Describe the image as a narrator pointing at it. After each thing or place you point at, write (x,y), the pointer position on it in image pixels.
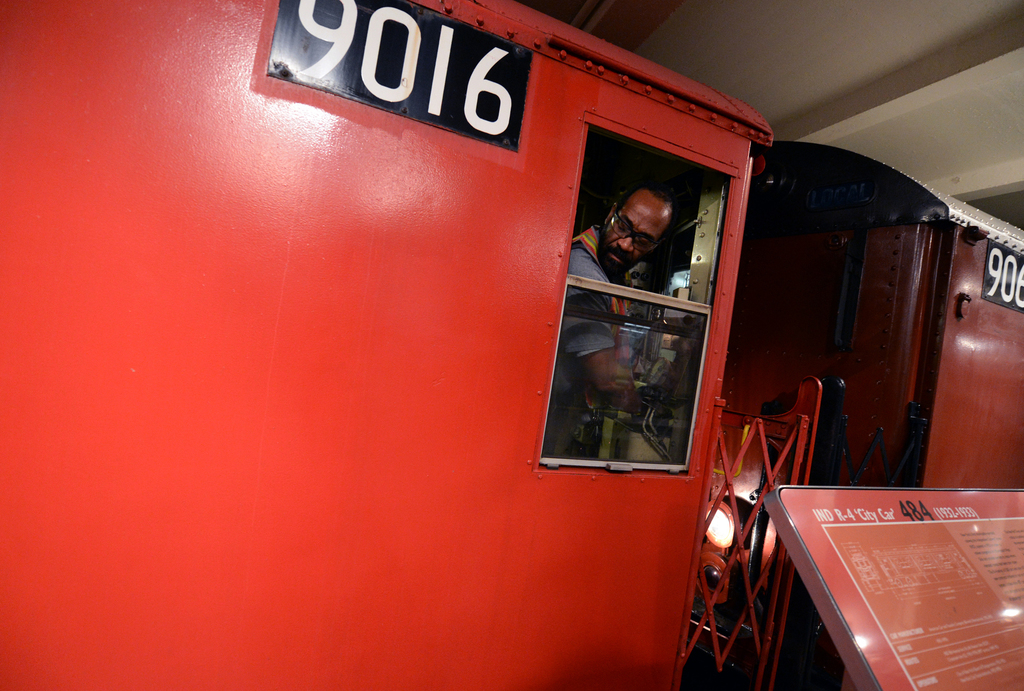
In this image I can see a train (586,496). I can see a person (617,228). On the right side (851,491) there is a board (966,582) with some text (969,646) on it.
